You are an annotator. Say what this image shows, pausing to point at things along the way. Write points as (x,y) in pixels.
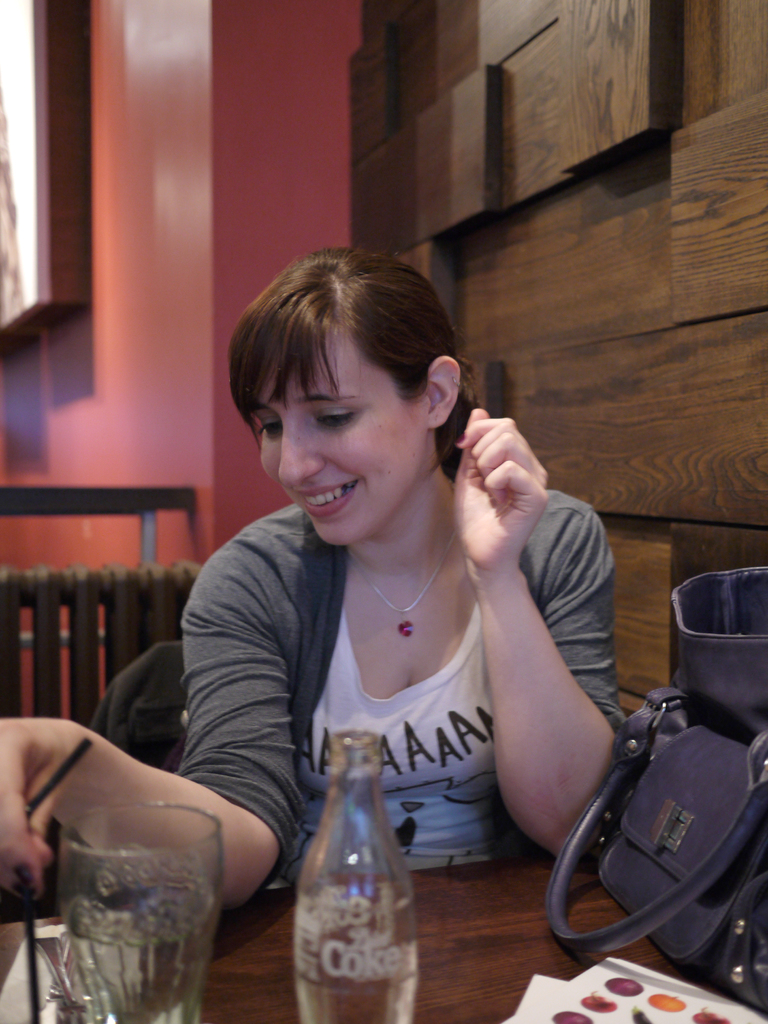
In this image I see a woman (236,880) who is sitting on the chair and she is smiling. I can see the table (251,993) on which there is a glass (187,911), a bottle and a bag (717,582), I can also see that she is holding a straw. In the background (112,397) I see the wall (117,389).
